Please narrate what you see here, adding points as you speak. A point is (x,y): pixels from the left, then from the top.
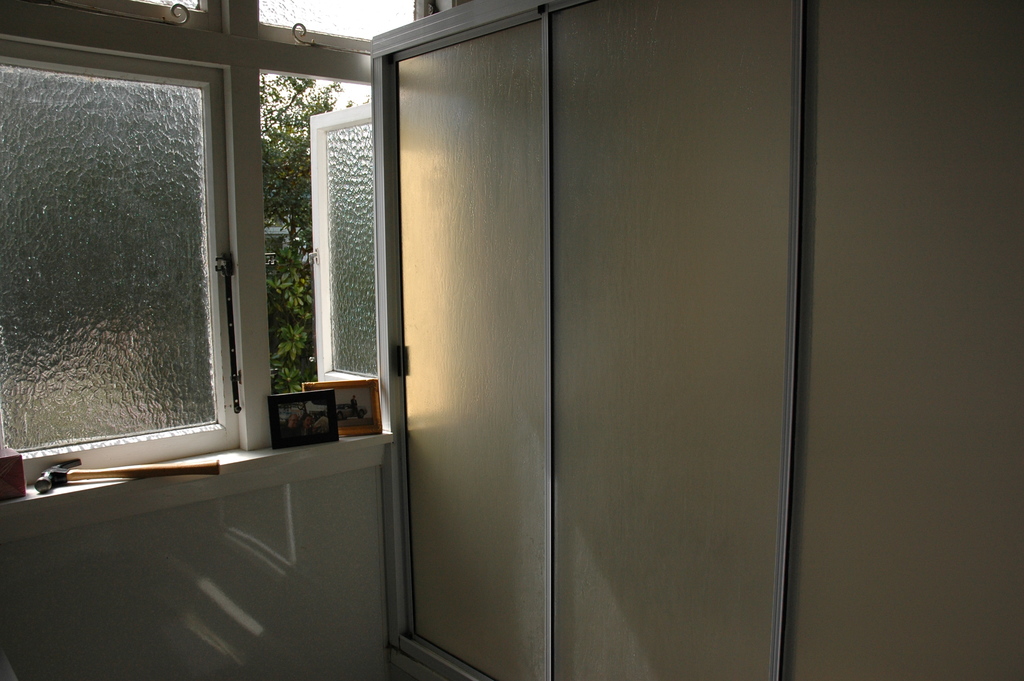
In this image we can see a glass window (347,232), through which we can see trees (274,349), there are photo frames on the window sill (103,488), beside there is a hammer (193,472), there is a wall (245,512).
